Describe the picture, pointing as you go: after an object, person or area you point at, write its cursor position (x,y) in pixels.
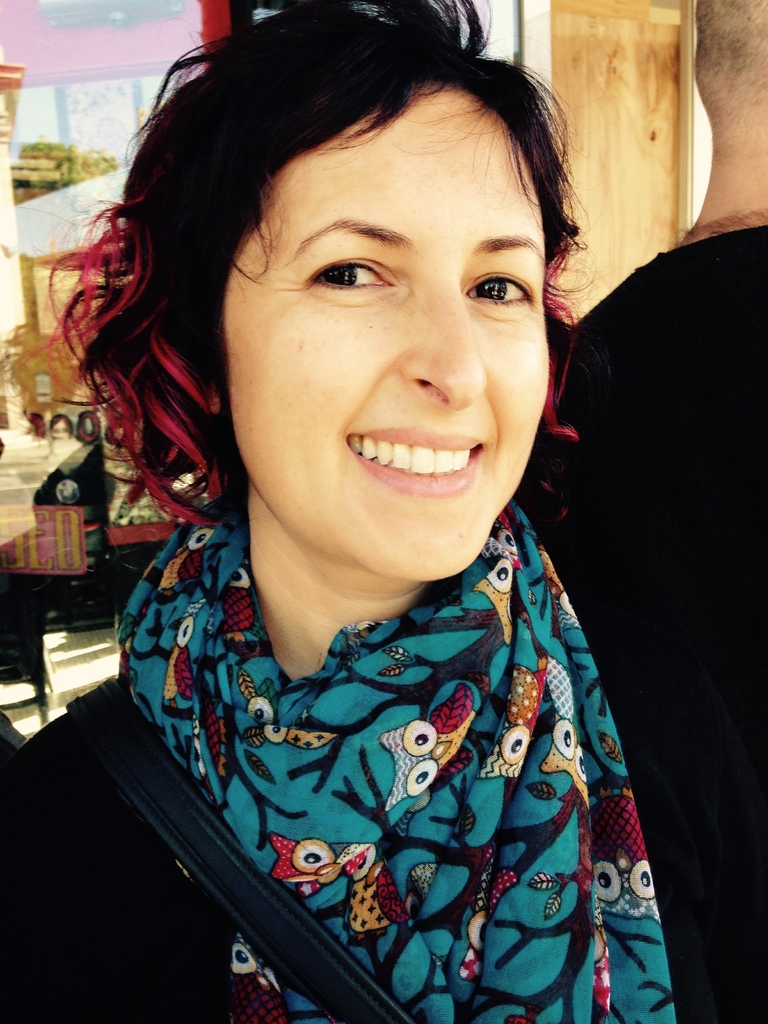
In this image we can see a woman (258,565) is standing, she is smiling, here is the scarf (416,817), she is wearing the black dress (28,936).
